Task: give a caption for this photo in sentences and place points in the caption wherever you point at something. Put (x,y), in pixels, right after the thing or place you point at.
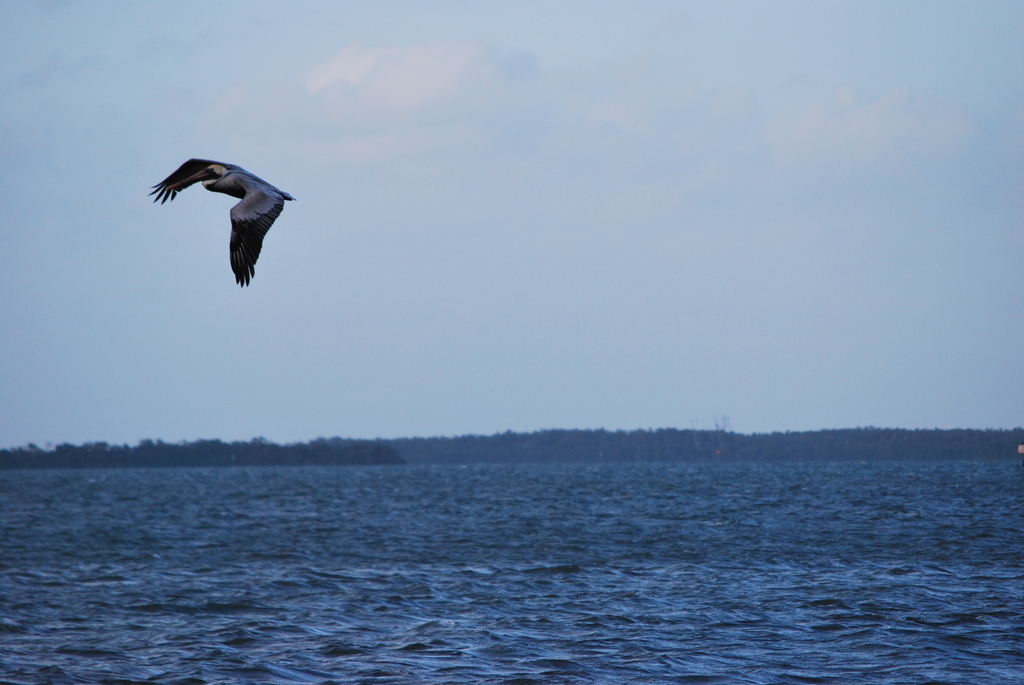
In this image I can see bird (259,223) flying in the air. It is black and grey color and I can see the water (482,574) which are in blue color. In the background (538,441) there are trees (451,450) and the sky (502,233).
